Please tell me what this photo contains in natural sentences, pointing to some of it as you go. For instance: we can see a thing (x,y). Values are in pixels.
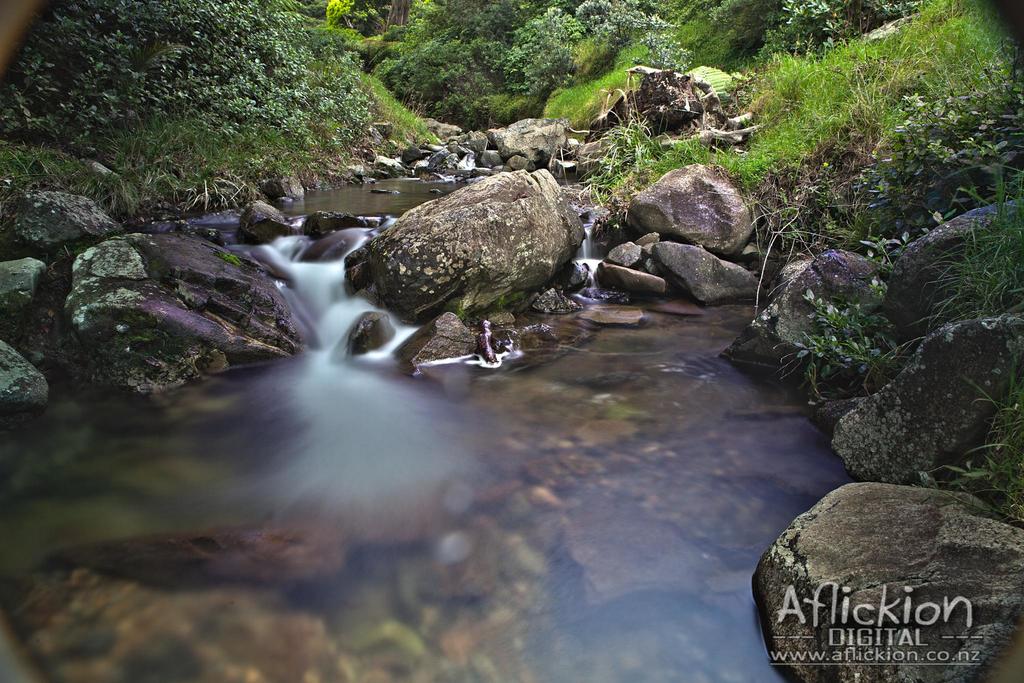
In this image, we can see water (383,396), there are some stones (564,260), we can see some green color plants (873,76).
